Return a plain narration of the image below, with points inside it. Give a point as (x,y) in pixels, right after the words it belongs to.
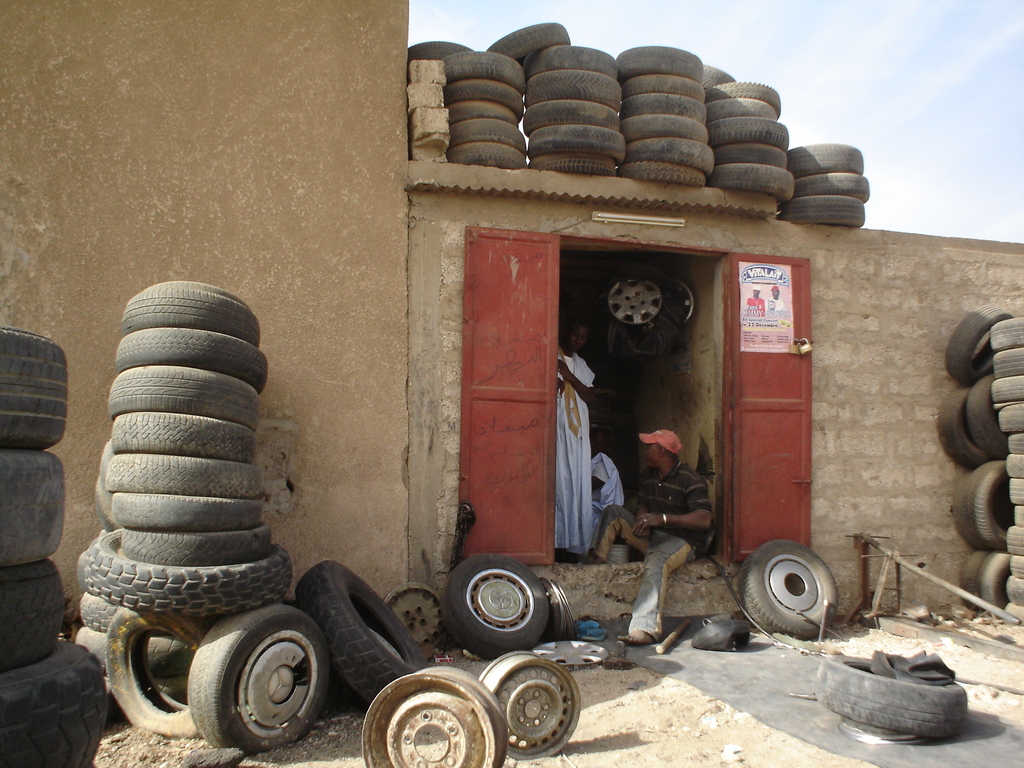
This image consists of a room (507,413). There are three persons (604,485) in that. There are tires (18,760) in this image. There is sky (665,41) at the top (714,62).
